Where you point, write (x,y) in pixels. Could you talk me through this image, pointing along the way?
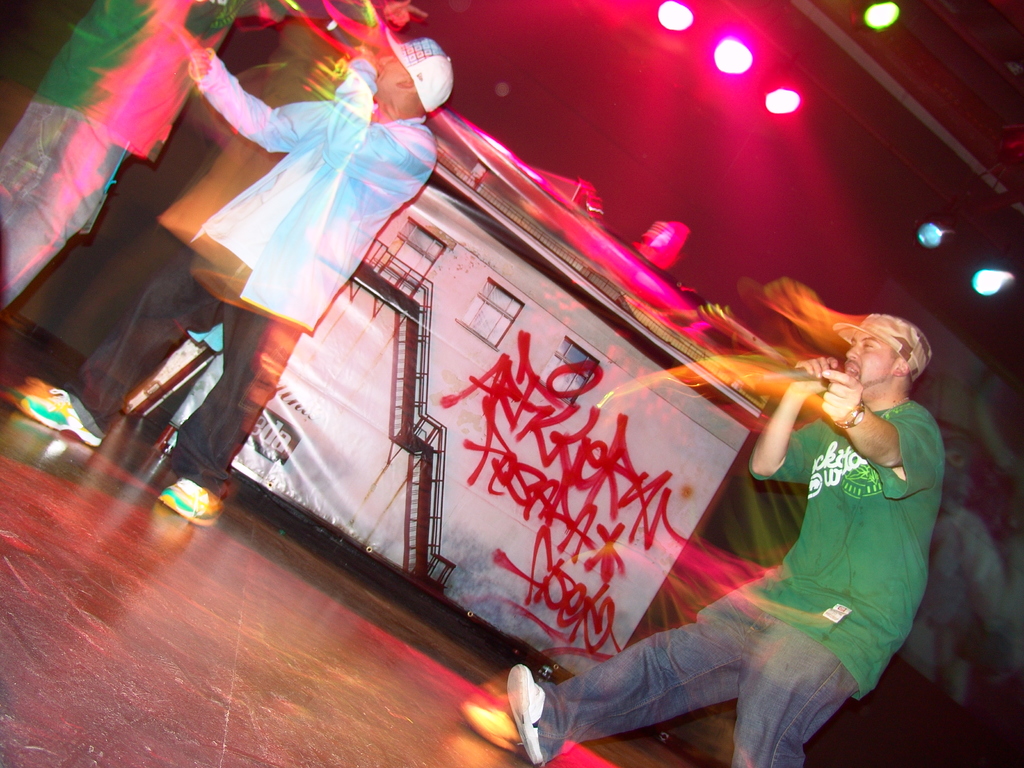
On the right side (869,432) a man (912,446) is singing in the microphone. He wore a green color t-shirt (905,529), at the top right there are lights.
